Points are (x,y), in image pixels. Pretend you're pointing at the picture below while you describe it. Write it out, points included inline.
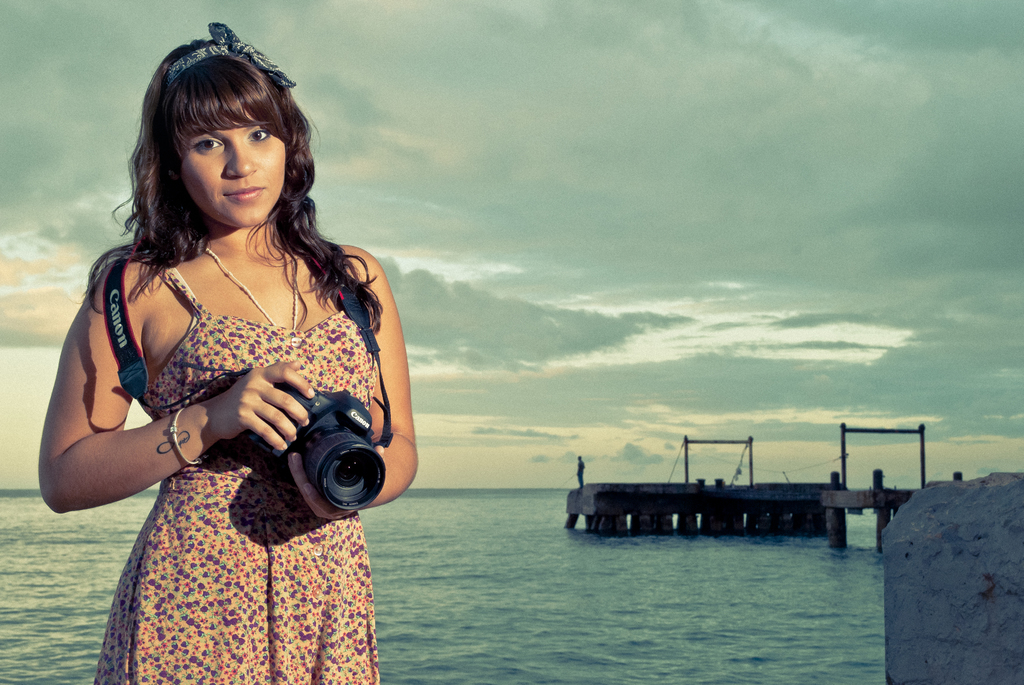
In this picture a lady (260,141) is holding a canon camera (335,425) and behind her there is a sea (493,550) and few stone ledges (856,507) and we can observe a guy (580,479) on the stone ledge (588,500) who is fishing.
